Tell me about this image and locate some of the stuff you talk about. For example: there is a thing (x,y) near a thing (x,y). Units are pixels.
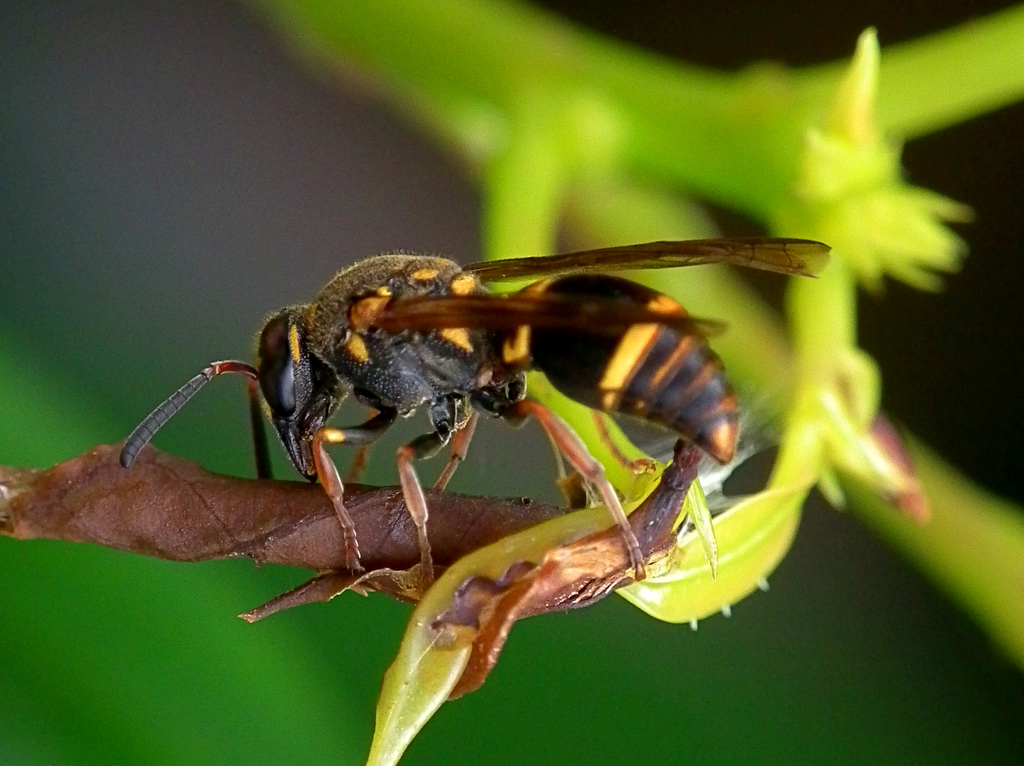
In the foreground of the picture (372,412) there is an insect (372,412) on stem (376,556). The background (109,131) is blurred.
